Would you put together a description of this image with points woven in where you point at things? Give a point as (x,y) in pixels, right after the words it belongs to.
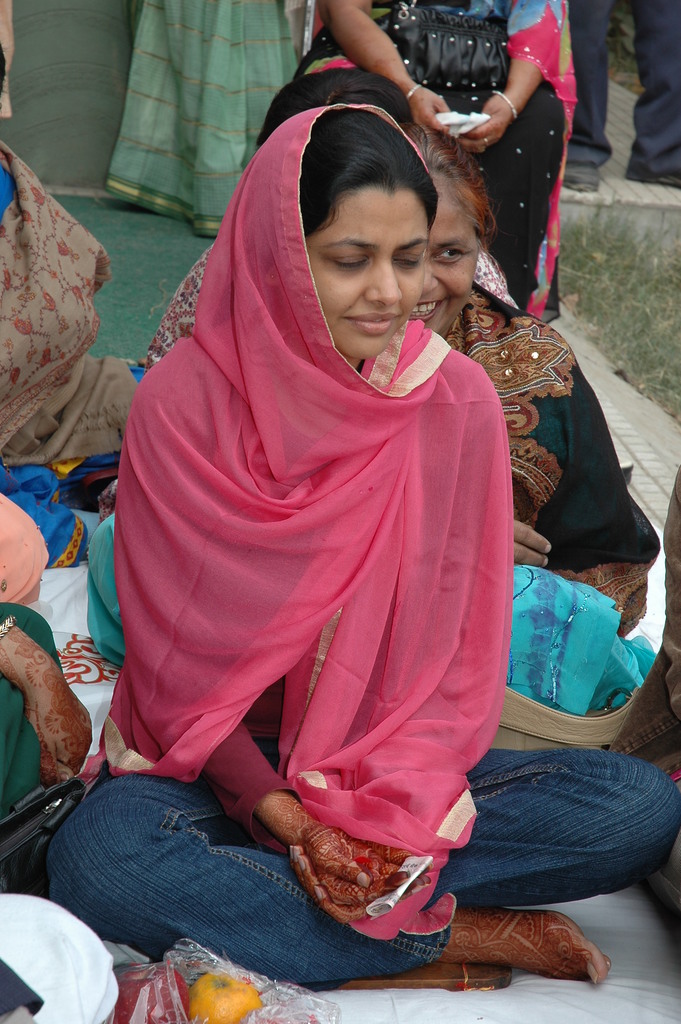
Here, we can see some people (518,546) sitting, in the background (138,84) there are some people (201,50) standing.
